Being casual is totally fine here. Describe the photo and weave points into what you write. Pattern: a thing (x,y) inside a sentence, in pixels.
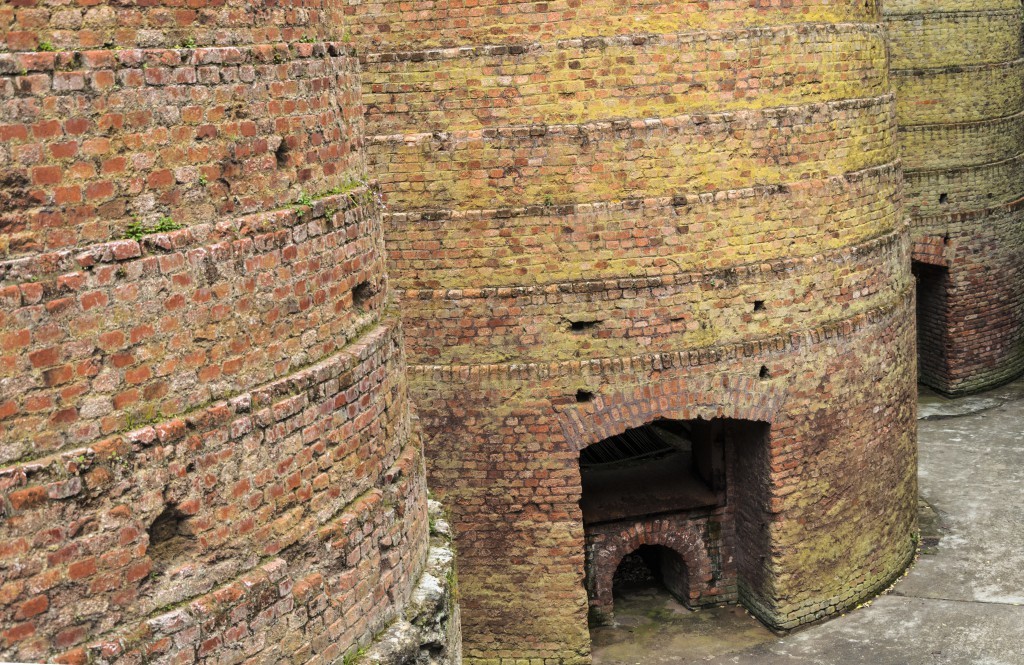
The picture consist of brick wall (433,224). In the center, at the bottom (686,536) there is a way (649,547).
